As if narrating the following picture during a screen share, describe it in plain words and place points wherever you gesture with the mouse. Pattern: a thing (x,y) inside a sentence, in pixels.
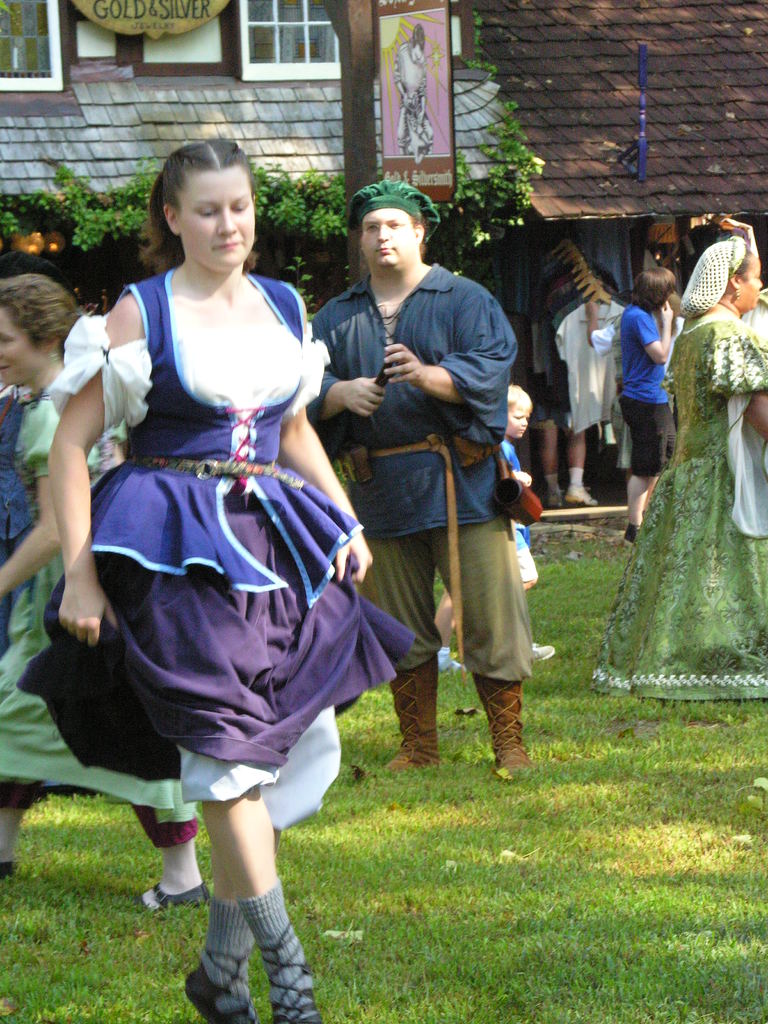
In this image we can see a group of people (283,760) are standing on the ground (586,964), here is the grass (586,964), here is the house (330,145), here is the window (248,21), here is the light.
